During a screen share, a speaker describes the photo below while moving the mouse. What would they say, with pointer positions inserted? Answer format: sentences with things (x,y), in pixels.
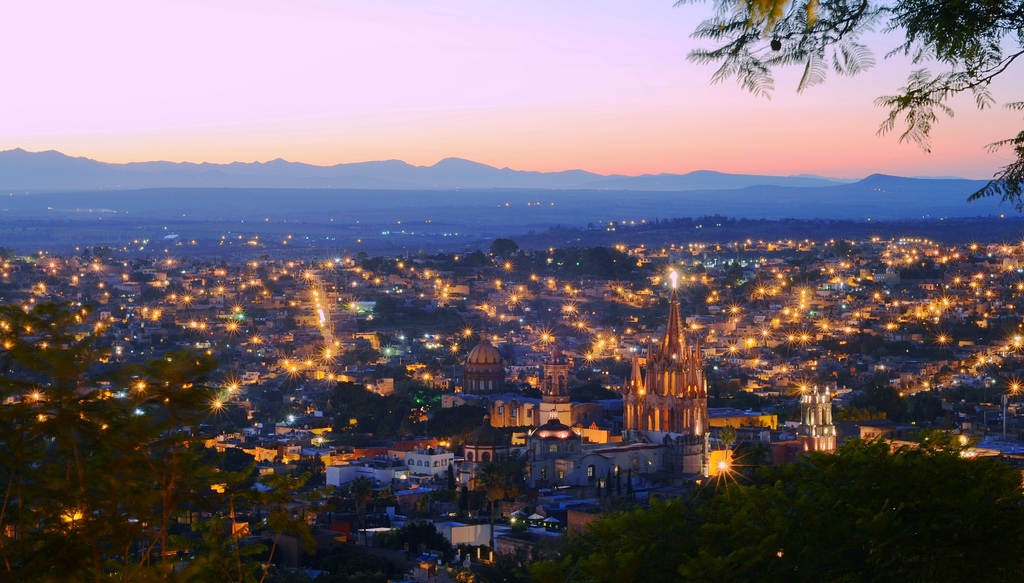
In this picture we can see hills (109,177), buildings (673,300), lights (675,283), trees (461,410) are there. At the top of the image (471,76) we can see the sky (546,86).
